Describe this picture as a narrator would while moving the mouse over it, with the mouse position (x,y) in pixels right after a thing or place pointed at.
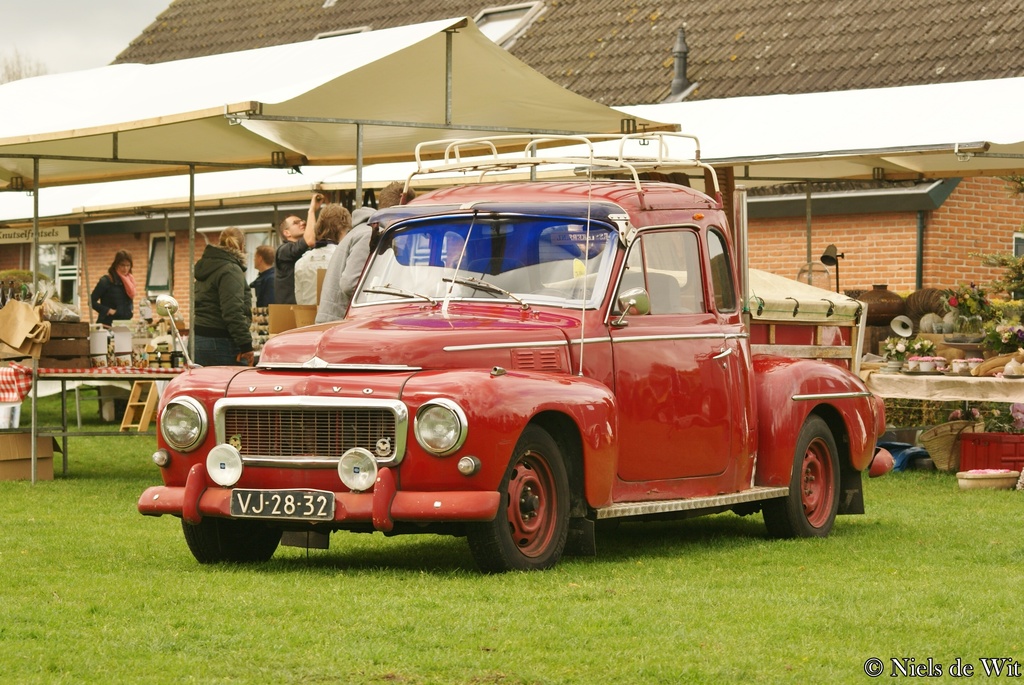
In the center of the image (608,347) we can see a car (704,345). On the left (219,306) there are people (134,287) and we can see tables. There are flower pots (940,367) and some things (129,348) placed on the tables (999,381). At the top (381,162) there is a tent (386,138). In the background (777,34) there is a shed (866,75). At the bottom (729,546) there is grass (550,612) and we can see a cardboard box (18,467).
